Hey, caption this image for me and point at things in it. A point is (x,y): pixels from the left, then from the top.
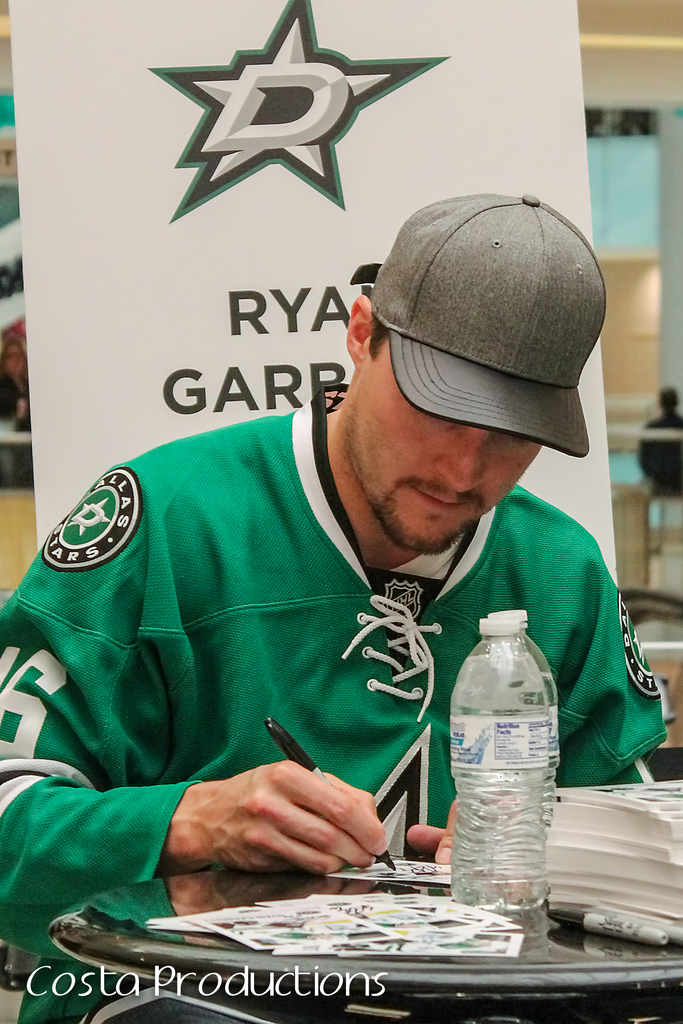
In this picture we can see a man (29,753) who is sitting on the chair (0,975). This is table (572,949). On the table (568,961) there are some cards (385,899), bottle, and books (669,849). He wear a cap (501,269), and he is holding a pen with his hand (263,832).
